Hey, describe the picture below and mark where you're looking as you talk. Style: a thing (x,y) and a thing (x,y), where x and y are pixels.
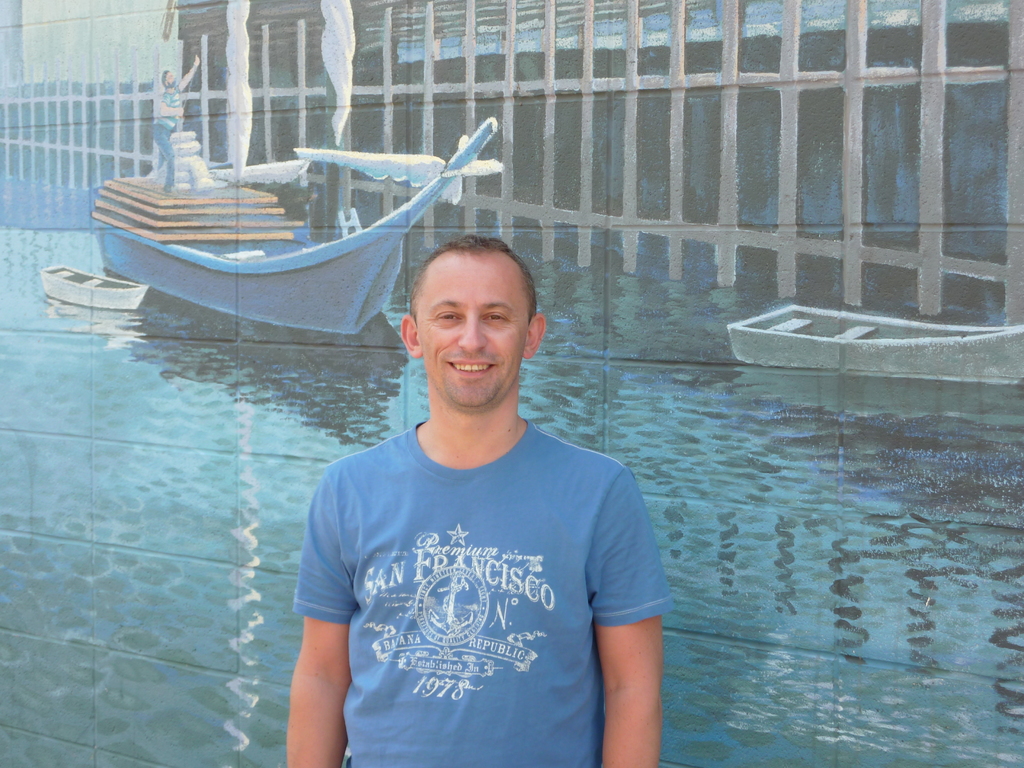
In the image we can see a man (449,574) wearing blue color T-shirt (497,554) and he is smiling, this is a painting.
